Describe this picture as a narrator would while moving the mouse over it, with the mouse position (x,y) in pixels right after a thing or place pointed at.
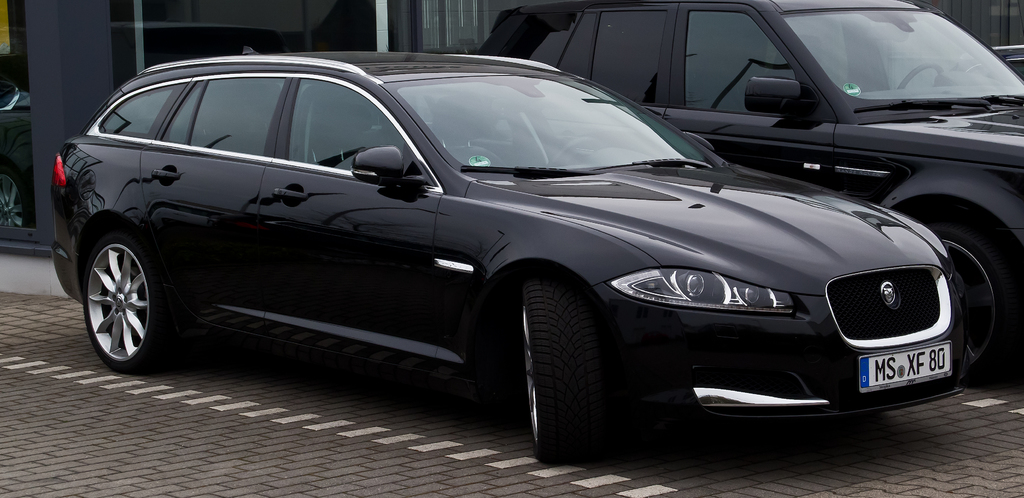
In this picture we can see two cars (653,295) on the floor (440,434) and in the background (92,30) we can see the glass (335,27), some objects (191,35).
